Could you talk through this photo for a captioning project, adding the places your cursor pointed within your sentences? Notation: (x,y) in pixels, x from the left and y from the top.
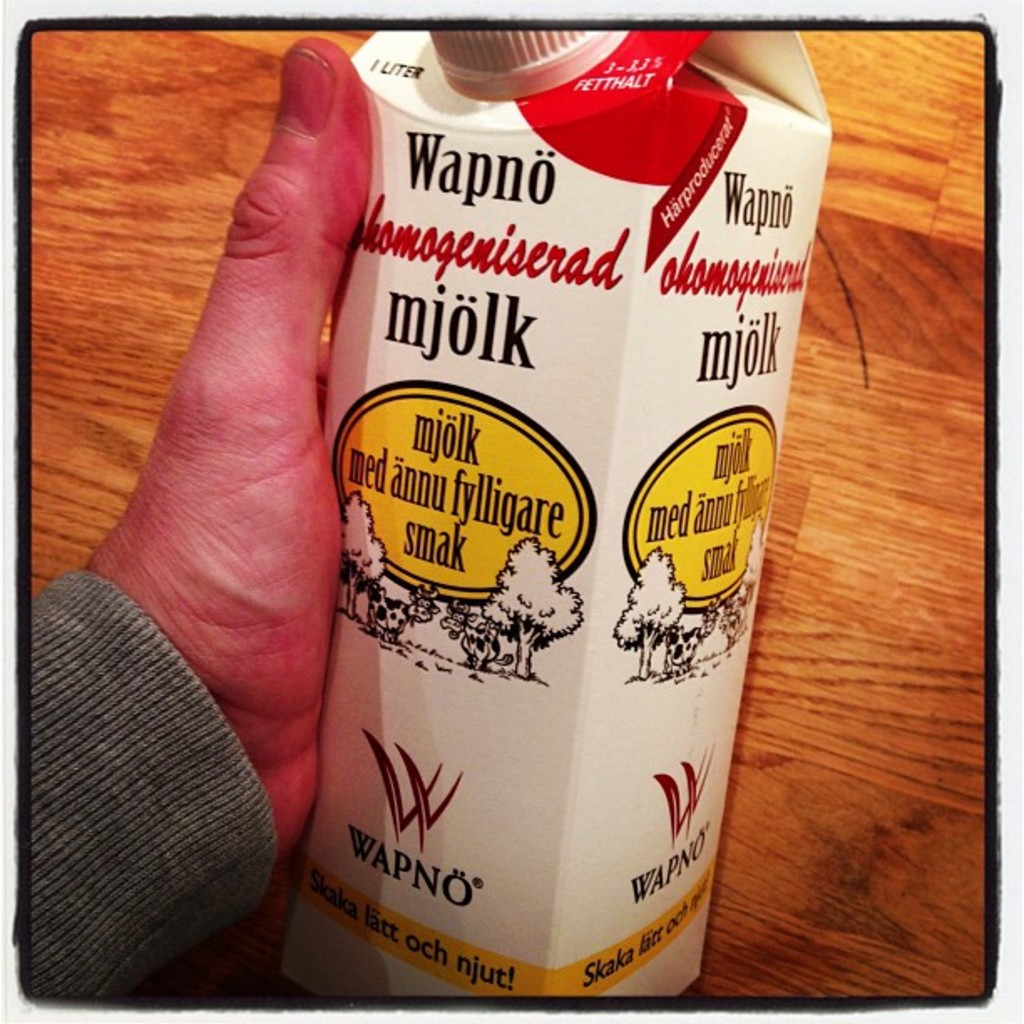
In this image we can see one person's hand (223,375) holding an object (560,280) with text (570,272) and images (466,625). It looks like a table (60,187) in the background (99,233).
